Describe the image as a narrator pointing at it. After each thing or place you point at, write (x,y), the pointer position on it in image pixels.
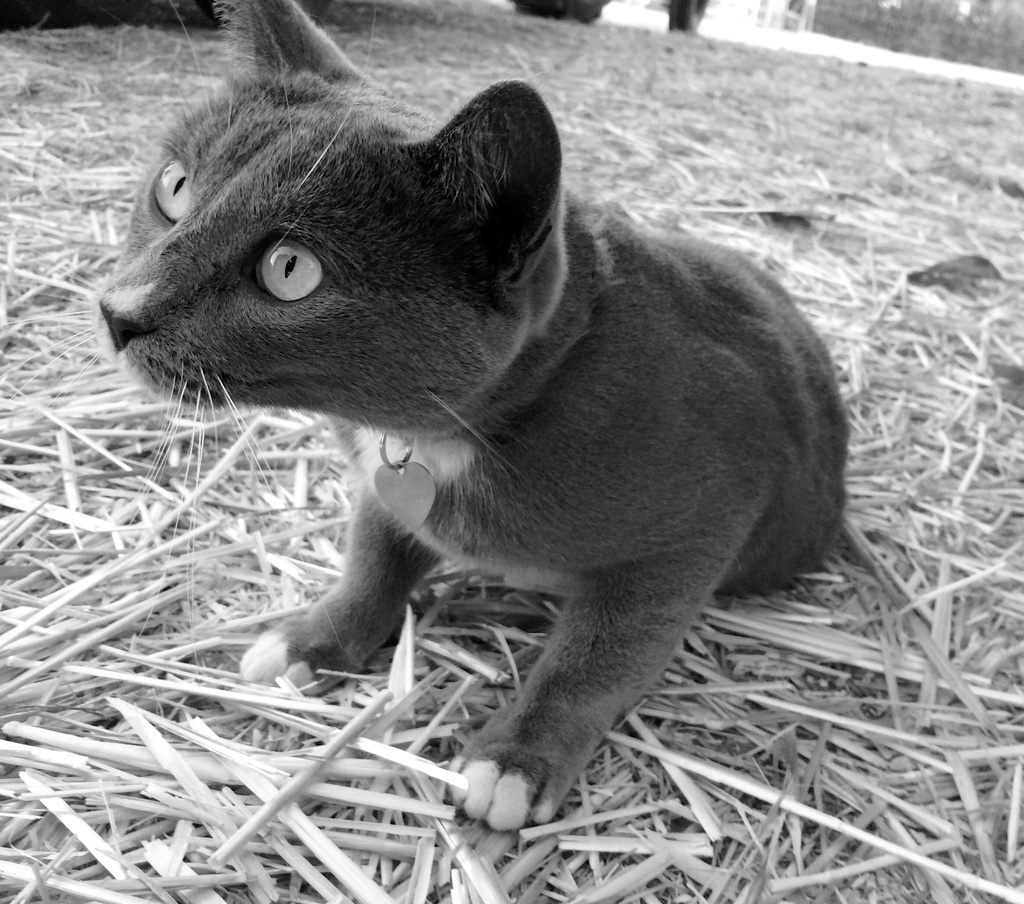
In this image we can see an animal (554,416). There are dry grass (14,726) in the image.
